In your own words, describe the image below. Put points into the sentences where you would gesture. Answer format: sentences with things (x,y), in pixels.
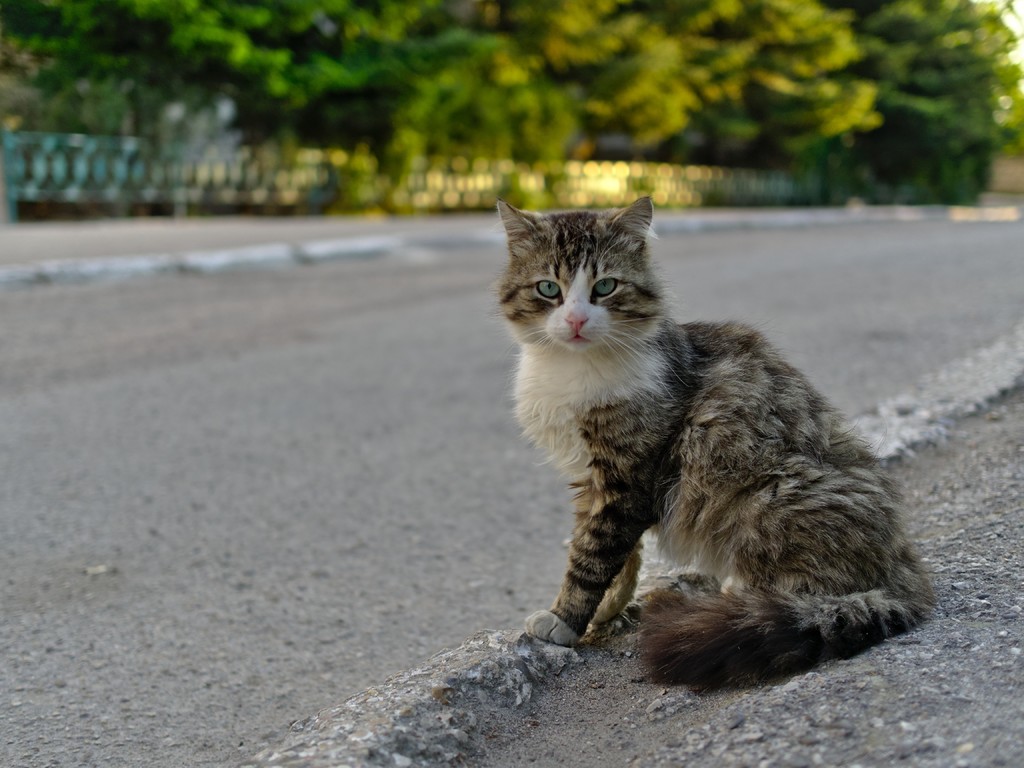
In this image I can see a cat (635,552) on the road (260,540). In the background (538,95), I can see the trees (760,84).
